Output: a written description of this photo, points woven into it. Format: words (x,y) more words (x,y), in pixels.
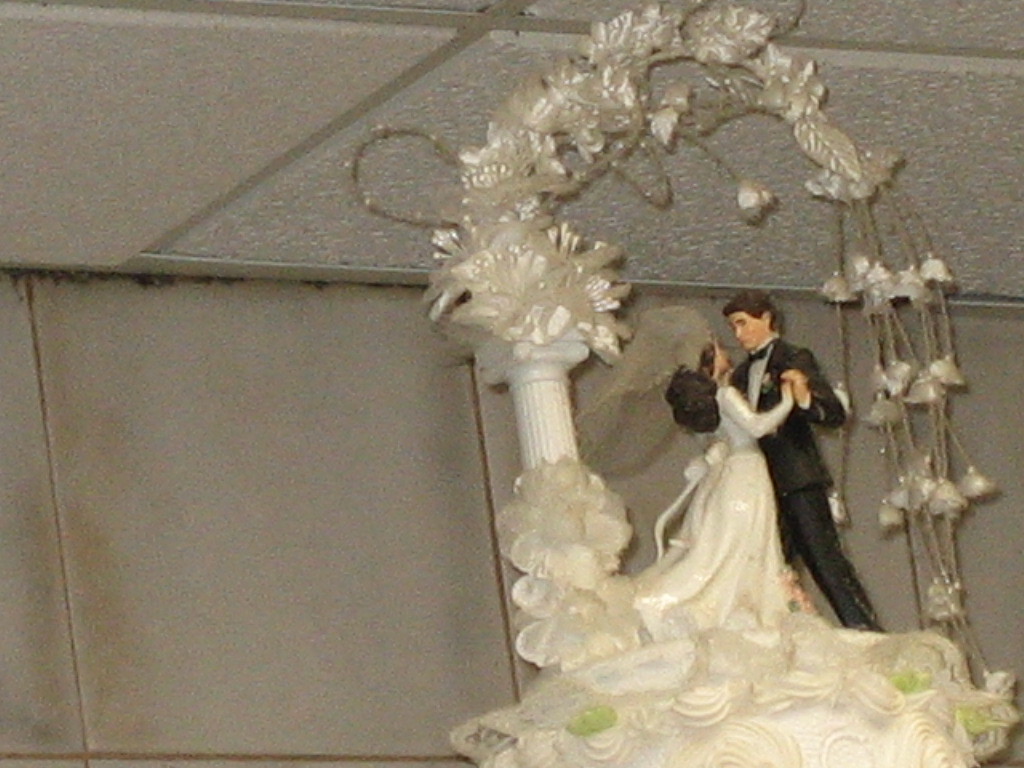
In this image, this looks like a sculpture (773,427) of the man (774,450) and woman (731,501) standing. I think this is a cake (719,725). Here is a wall (285,370). These look like the flowers (535,307).
